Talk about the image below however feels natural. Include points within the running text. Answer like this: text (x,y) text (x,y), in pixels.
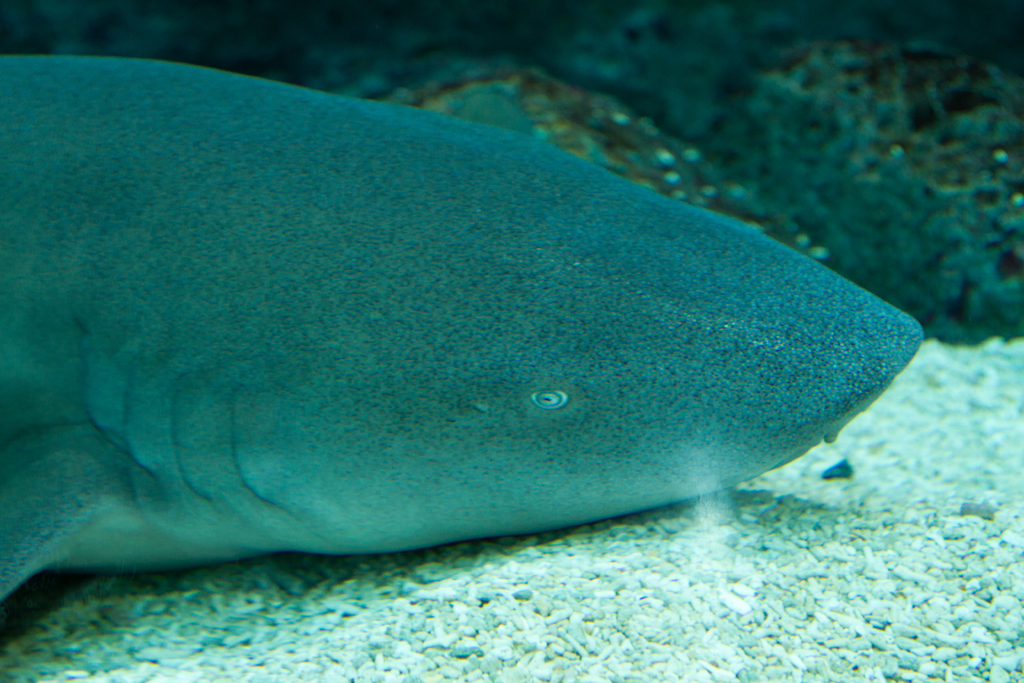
In this image I can see a fish (603,437) in the water (602,7) and I can see few white stones (760,628).
